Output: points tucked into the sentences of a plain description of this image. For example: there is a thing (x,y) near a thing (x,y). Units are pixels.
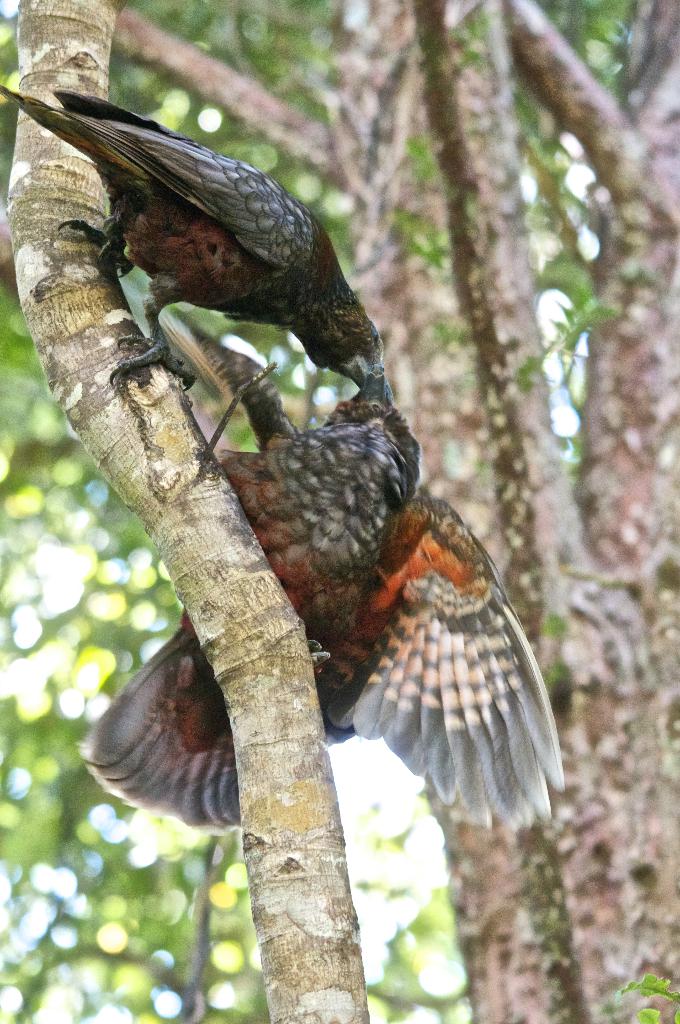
In this image there are two birds (346,572) standing on the branch (167,468), and in the background (206,326) there is tree (226,117).
